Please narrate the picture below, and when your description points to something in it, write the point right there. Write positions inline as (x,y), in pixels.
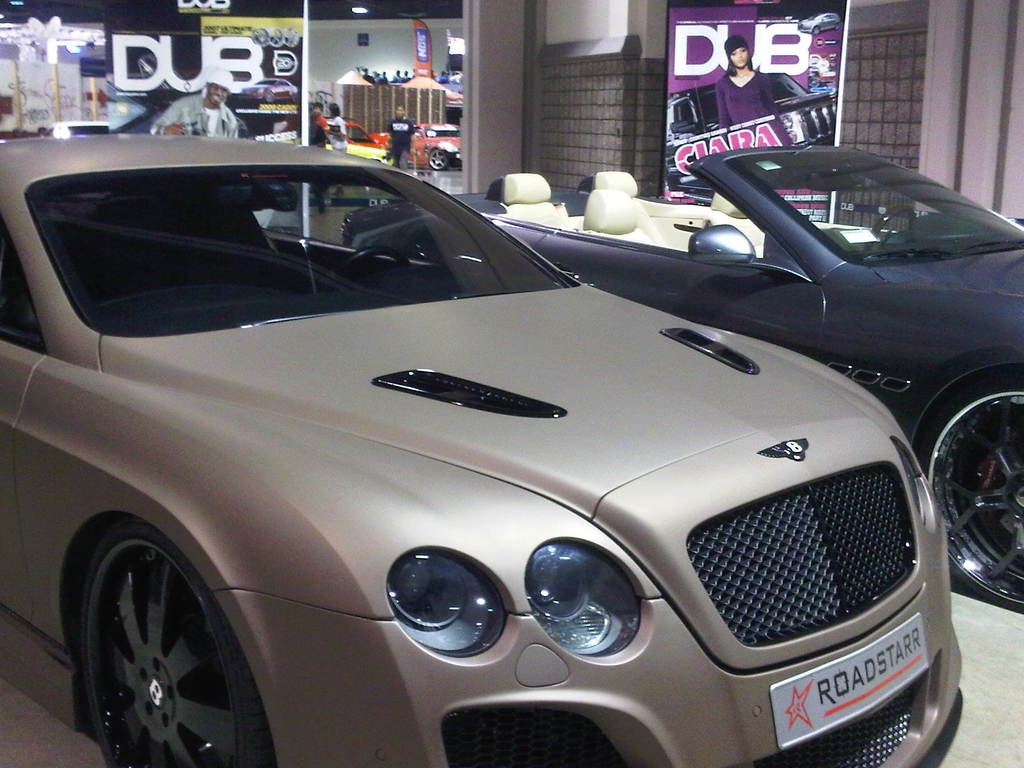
In the image we can see there are cars (732,689) parked on the ground (963,741) and there is a name plate (841,693) on the car (932,664). It's written ¨ROAD STARR¨. Behind there are people (394,126) standing and there are cars (440,142) parked on the ground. There is a banner (732,125) kept on the ground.
